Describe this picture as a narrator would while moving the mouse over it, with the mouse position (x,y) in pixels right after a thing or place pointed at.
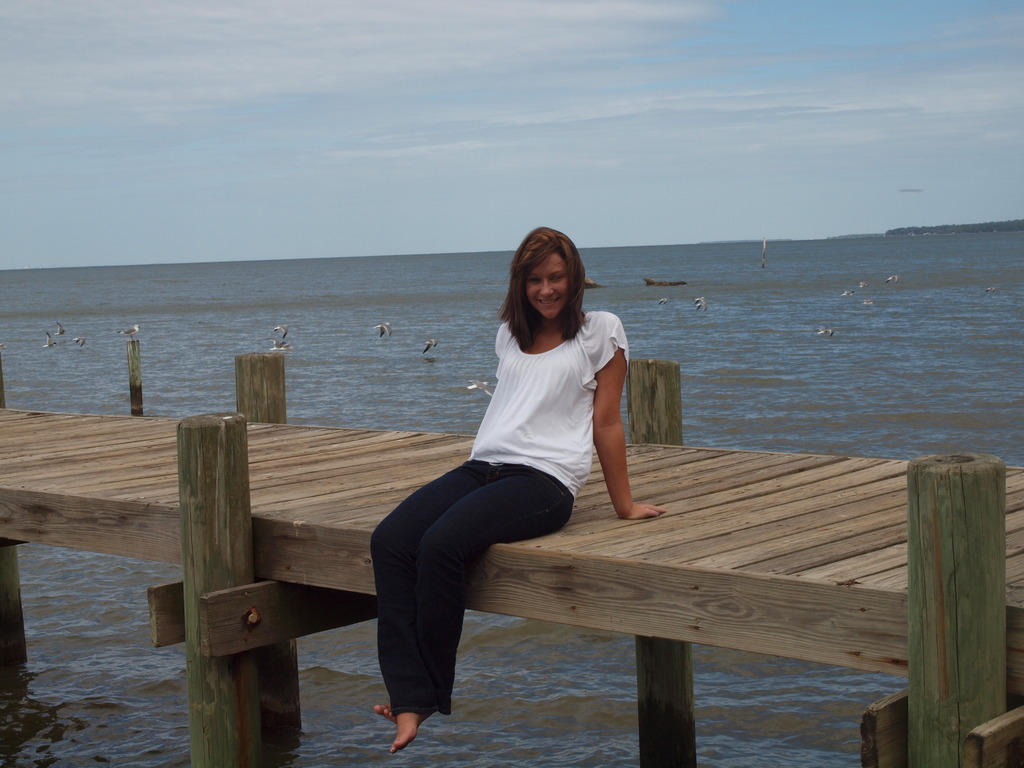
In this image we can see a lady (529,527) sitting on a wooden path (290,537), behind her there are some birds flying over the sea (626,332), also we can see the sky (406,200).
